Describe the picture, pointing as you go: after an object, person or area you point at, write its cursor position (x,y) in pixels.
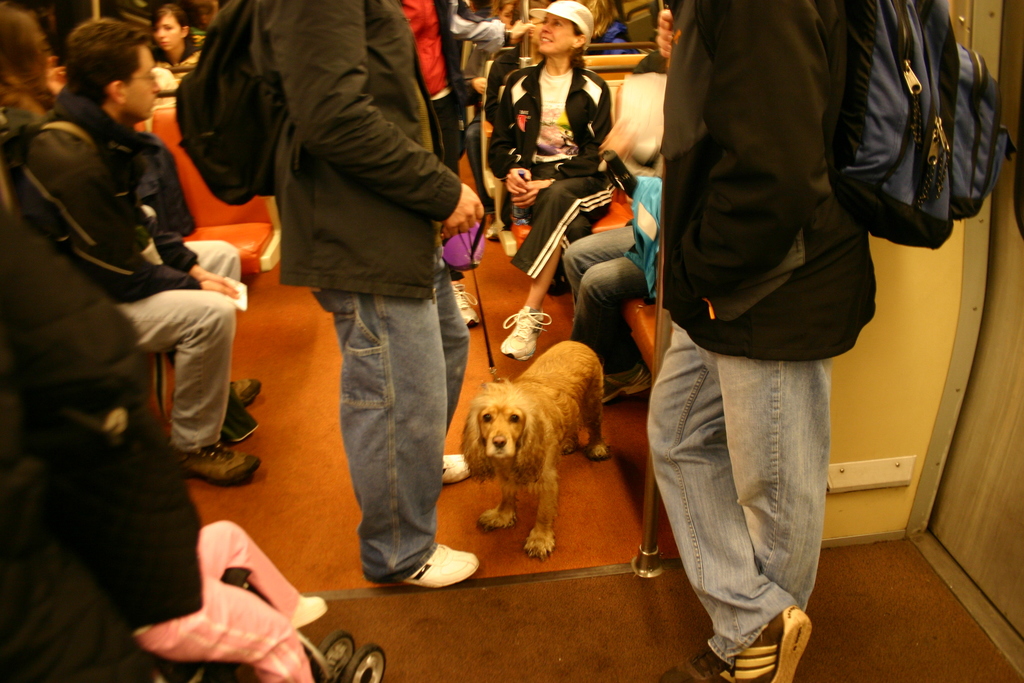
In the foreground of the image (409,252) we can see two persons (702,218) are standing and there is a dog (536,410) in between them. In the background (598,101) we can see many people (575,101) sitting.
